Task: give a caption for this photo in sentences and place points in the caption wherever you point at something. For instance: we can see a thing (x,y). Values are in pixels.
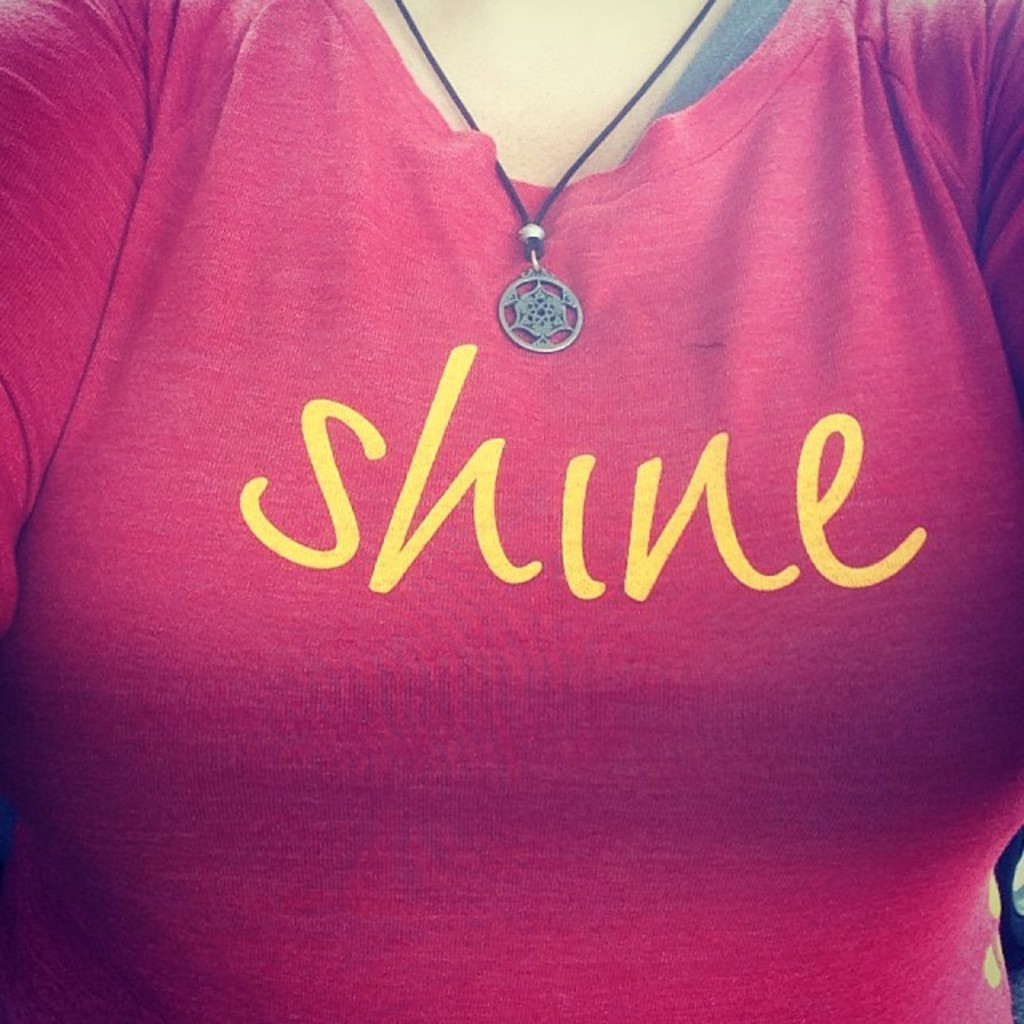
In the image we can see a person (526,410) wearing clothes (457,341), neck chain (512,337) and there is a text (412,565) on the clothes (414,594).
